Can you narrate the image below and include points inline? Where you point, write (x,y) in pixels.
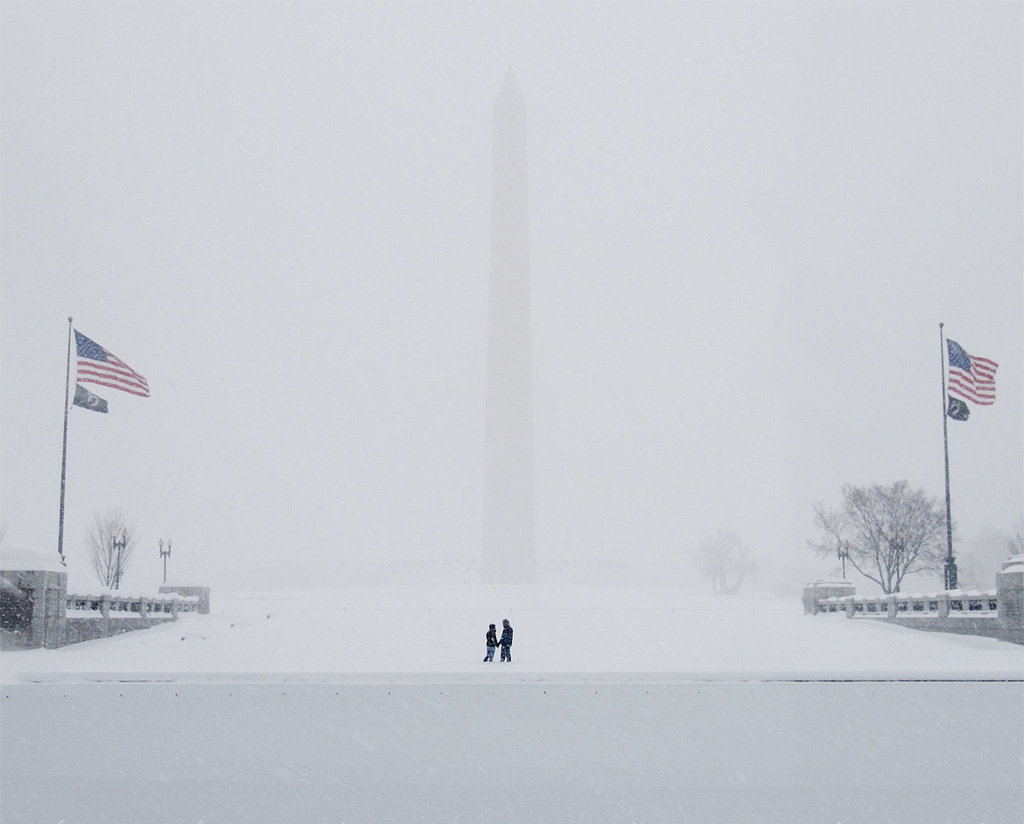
In this picture we can see there are two persons (492,640) standing on the snow (477,631). Behind the people (503,656), there is an architecture (497,320) and fog (364,249). On the left (82,617) and right side of the image (892,535), there are walls (32,611), trees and there are poles (945,391) with flags (103,385).
